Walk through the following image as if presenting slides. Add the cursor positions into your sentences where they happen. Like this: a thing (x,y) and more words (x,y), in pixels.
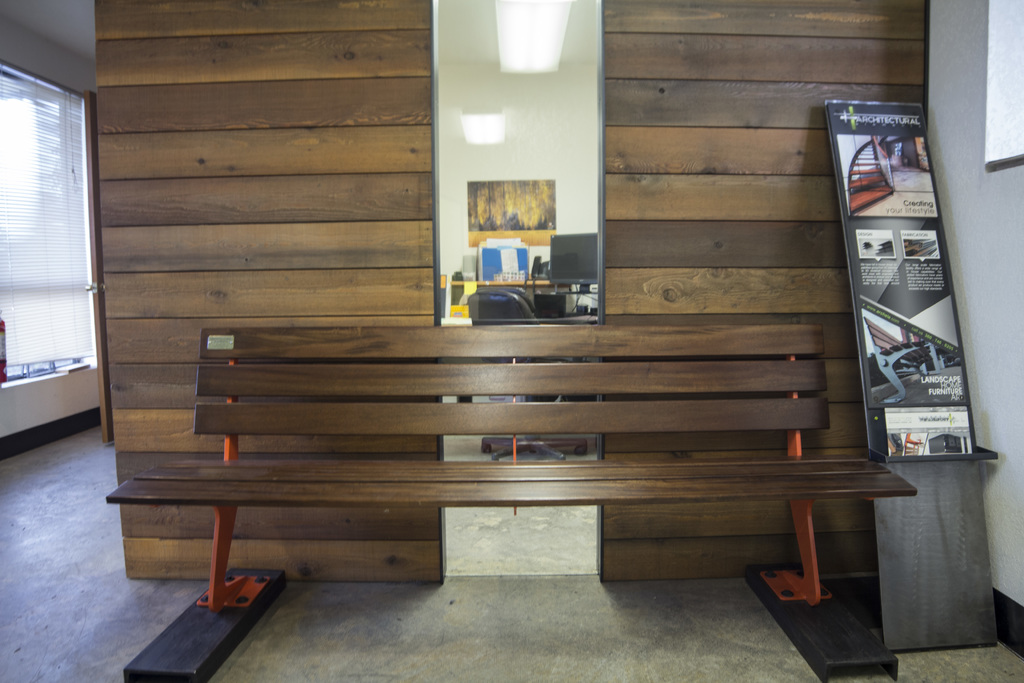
In this picture we can see a bench (238,496) on the floor (395,632), posters (893,269), lights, walls (485,180), monitor (557,267), chair (515,315), some objects (515,273) and in the background (23,299) we can see a door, curtain (79,172).
